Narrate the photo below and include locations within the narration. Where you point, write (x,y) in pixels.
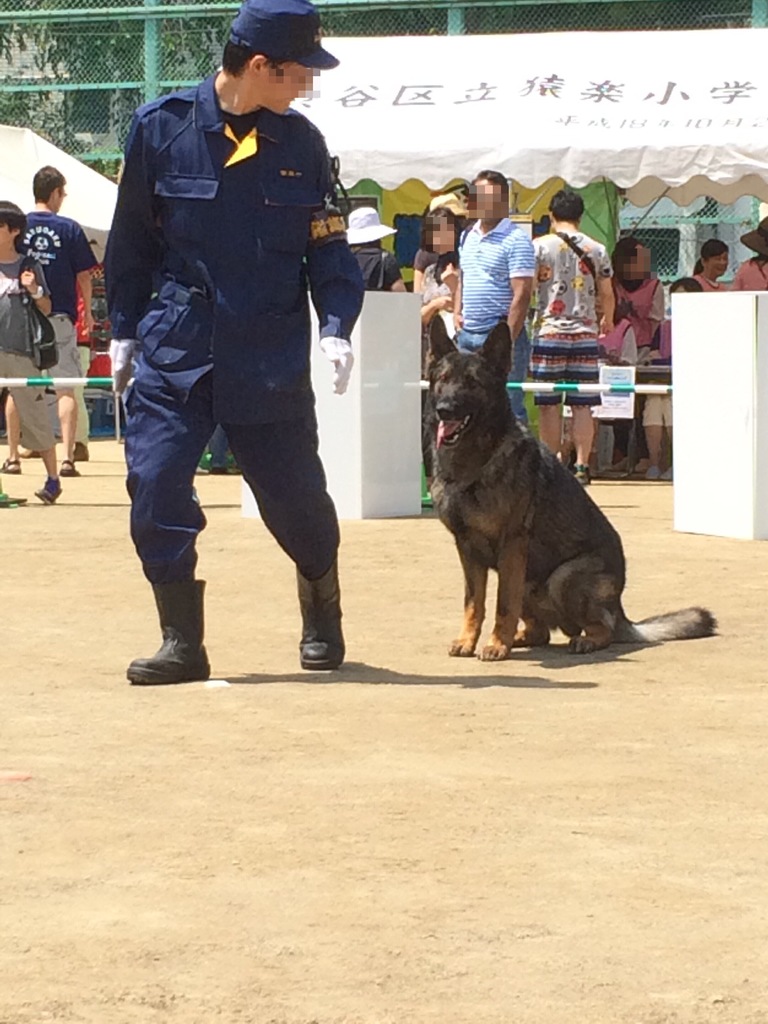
In this picture there is a man (197,641) walking and we can see a dog (503,598). We can see red and white objects (376,462). In the background of the image (544,277) we can see people (449,201), tents (367,74) and fence (680,10), through this fence (163,7) we can see leaves (177,42).
